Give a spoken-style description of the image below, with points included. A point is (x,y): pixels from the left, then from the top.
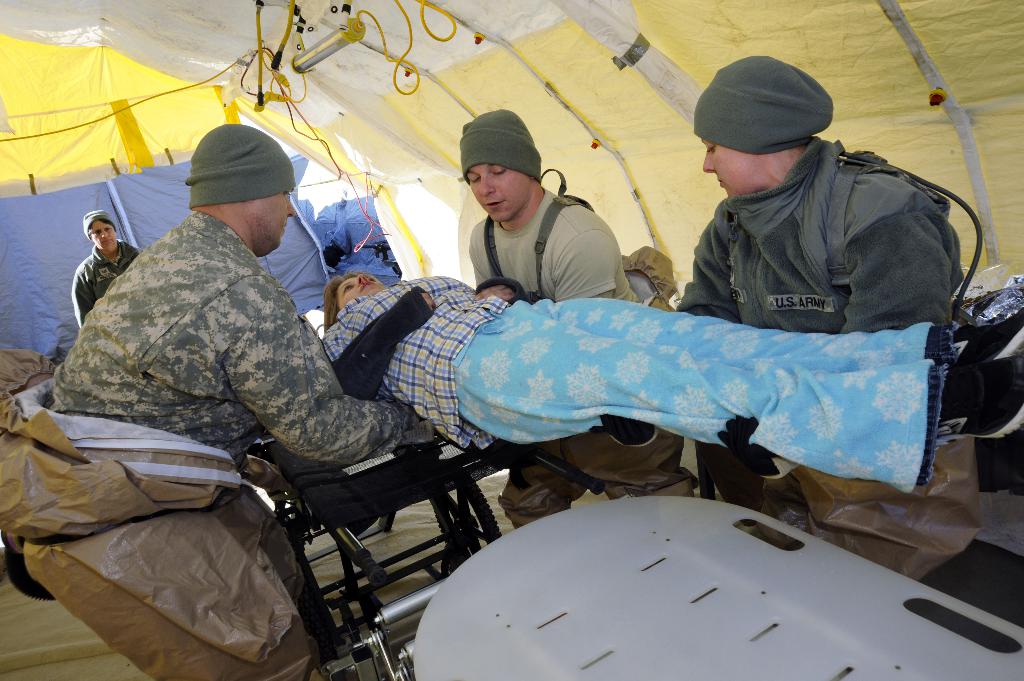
This picture is clicked inside. In the center (564,266) we can see the group of persons (588,217) standing on the ground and holding another person (437,353). In the foreground (676,677) there is a white color object (859,587) seems to be the stretcher (662,610) and we can see the wheel chair (442,508) and some other objects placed on the ground (42,635). At the top (107,13) we can see the roof (688,16) of a tent (529,8) and we can see the ropes (274,61). In the background (100,231) there is a person (96,247) standing on the ground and we can see some other objects (302,283).
